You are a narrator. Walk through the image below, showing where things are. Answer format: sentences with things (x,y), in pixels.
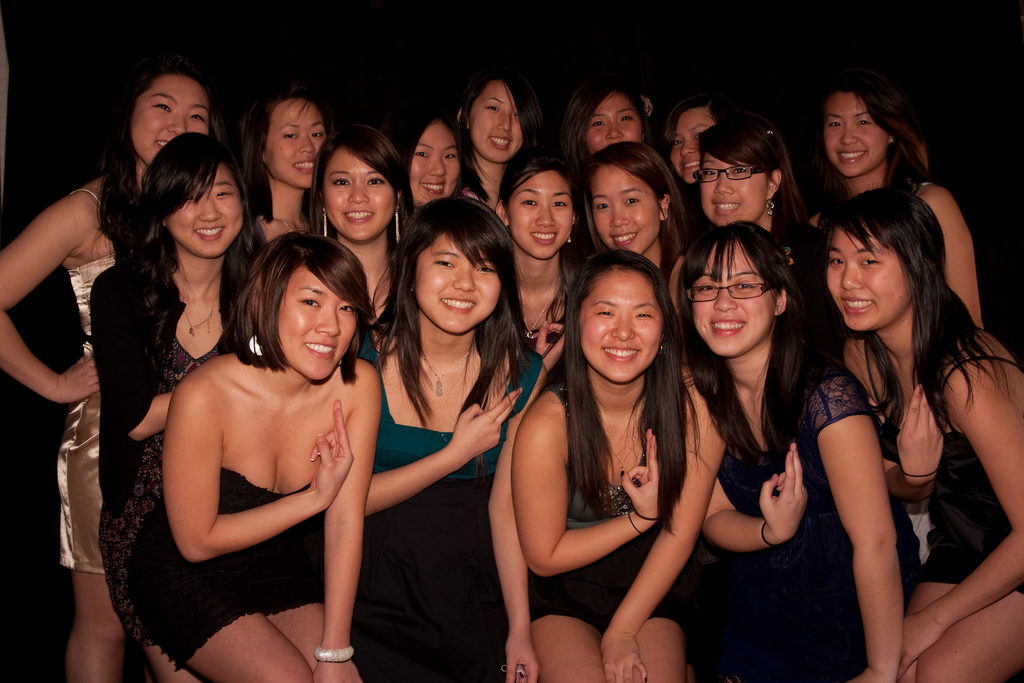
In this picture we can see a group of young girls (467,288) standing and smiling at someone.
